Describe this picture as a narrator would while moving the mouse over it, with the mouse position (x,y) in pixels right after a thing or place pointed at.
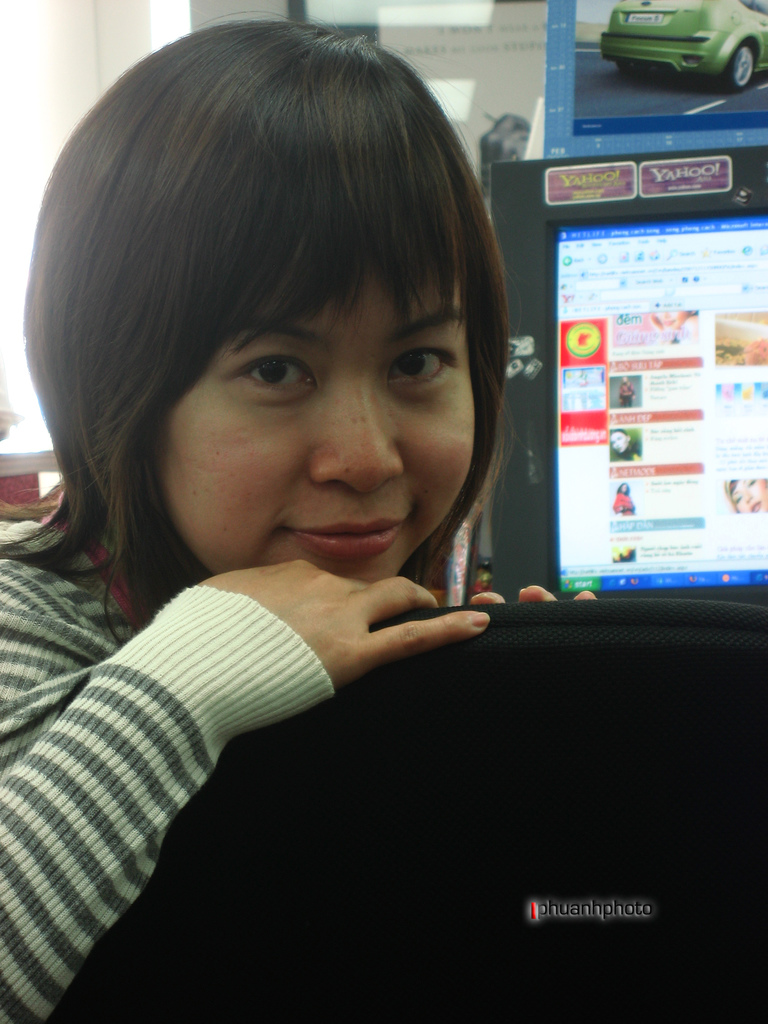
In this picture we can see a girl (270,342), she is seated and she is smiling, behind to her we can see a screen (561,338).
